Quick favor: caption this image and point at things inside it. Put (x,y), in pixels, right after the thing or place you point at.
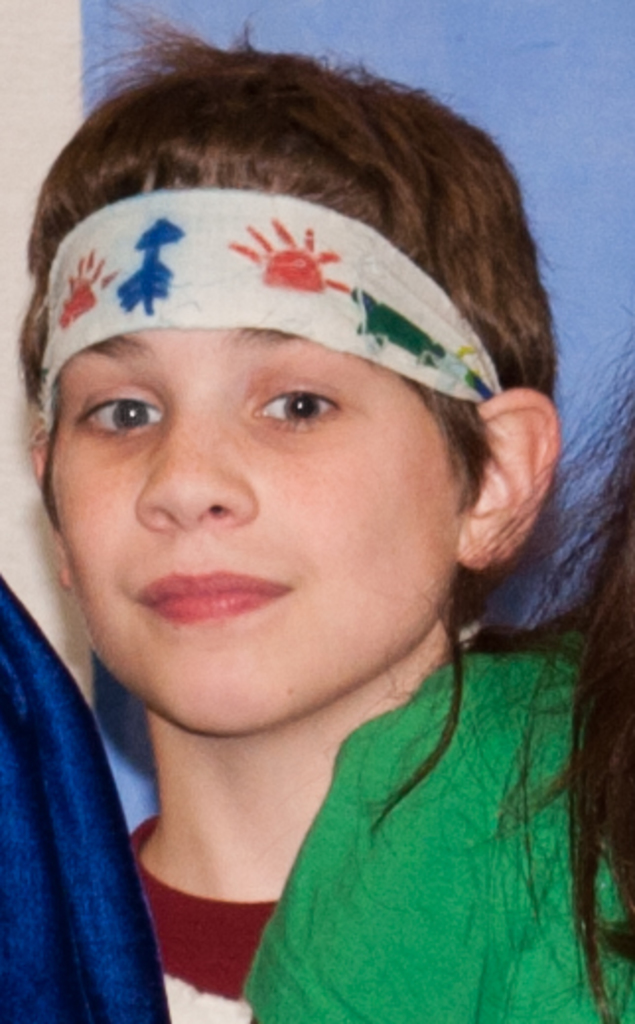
In the center of the image (329,448) we can see a boy (329,448) is wearing a dress (551,843) and tying a cloth (257,297) to his head (287,332). On the right side of the image (570,624) we can see a person hair (620,826). On the left side of the image (19,633) we can see a cloth (37,909). In the background of the image (96,84) we can see the wall (61,74).
